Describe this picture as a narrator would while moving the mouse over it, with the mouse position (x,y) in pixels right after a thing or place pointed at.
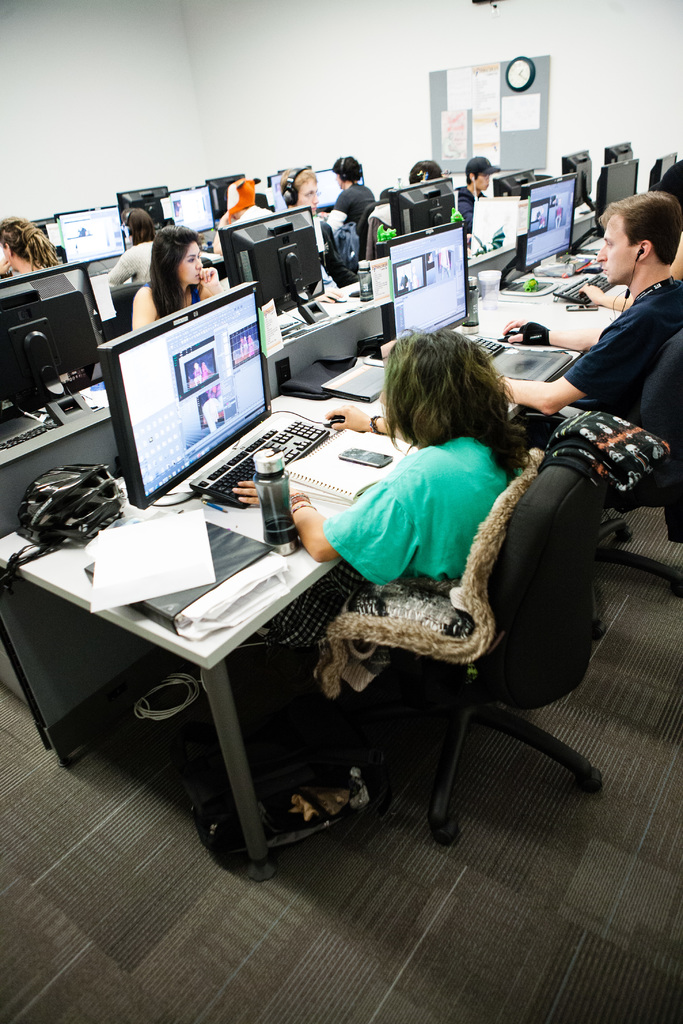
A picture inside of a office (166,485). Posters (458,138) and clock (517,65) on wall (486,30). These persons (473,177) are sitting on chairs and working on monitors (397,285). In-front of them there are table (566,310), on this tables (544,313) there are keyboards (246,471), monitors (176,390), bag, file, paper (210,566), mobile (370,456), book (350,471) and bottle (280,466). On this chair (538,597) there is a cloth (611,453).
